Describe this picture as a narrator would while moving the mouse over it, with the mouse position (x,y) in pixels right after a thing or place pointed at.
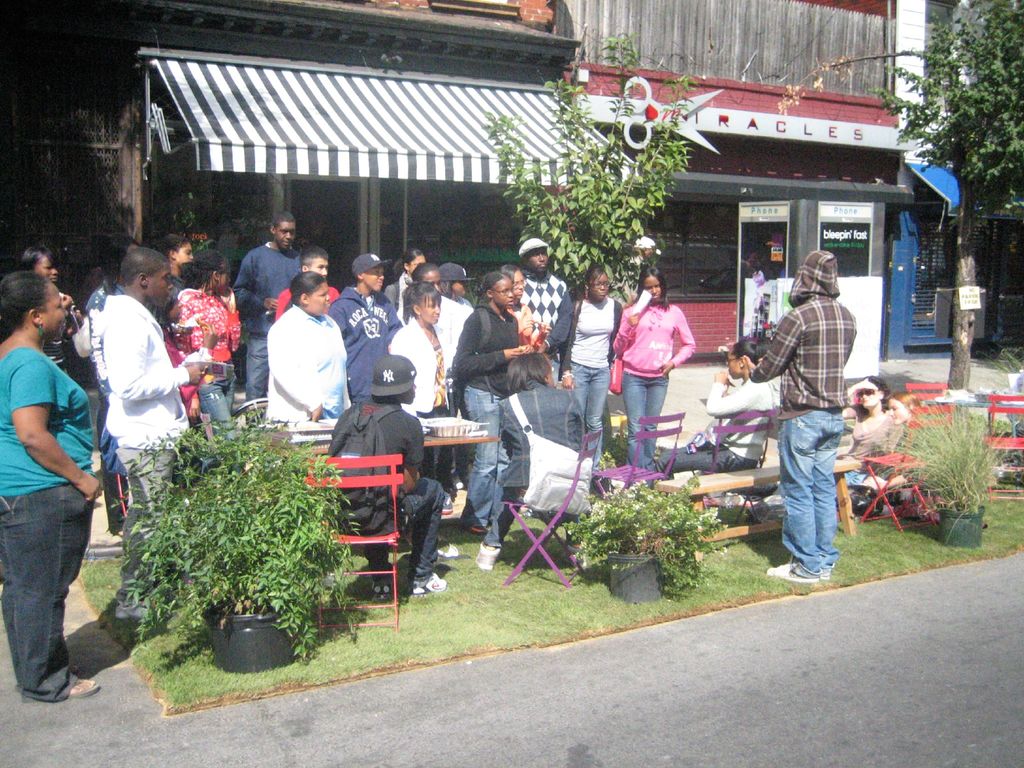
In this picture there is a group (452,370) for men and women (301,336) standing in front (597,367) and listen to the boy (804,429). Behind we can see the shops (286,189) and canopy shed (304,122). On the right corner (999,98) we can see the tree (960,99).
